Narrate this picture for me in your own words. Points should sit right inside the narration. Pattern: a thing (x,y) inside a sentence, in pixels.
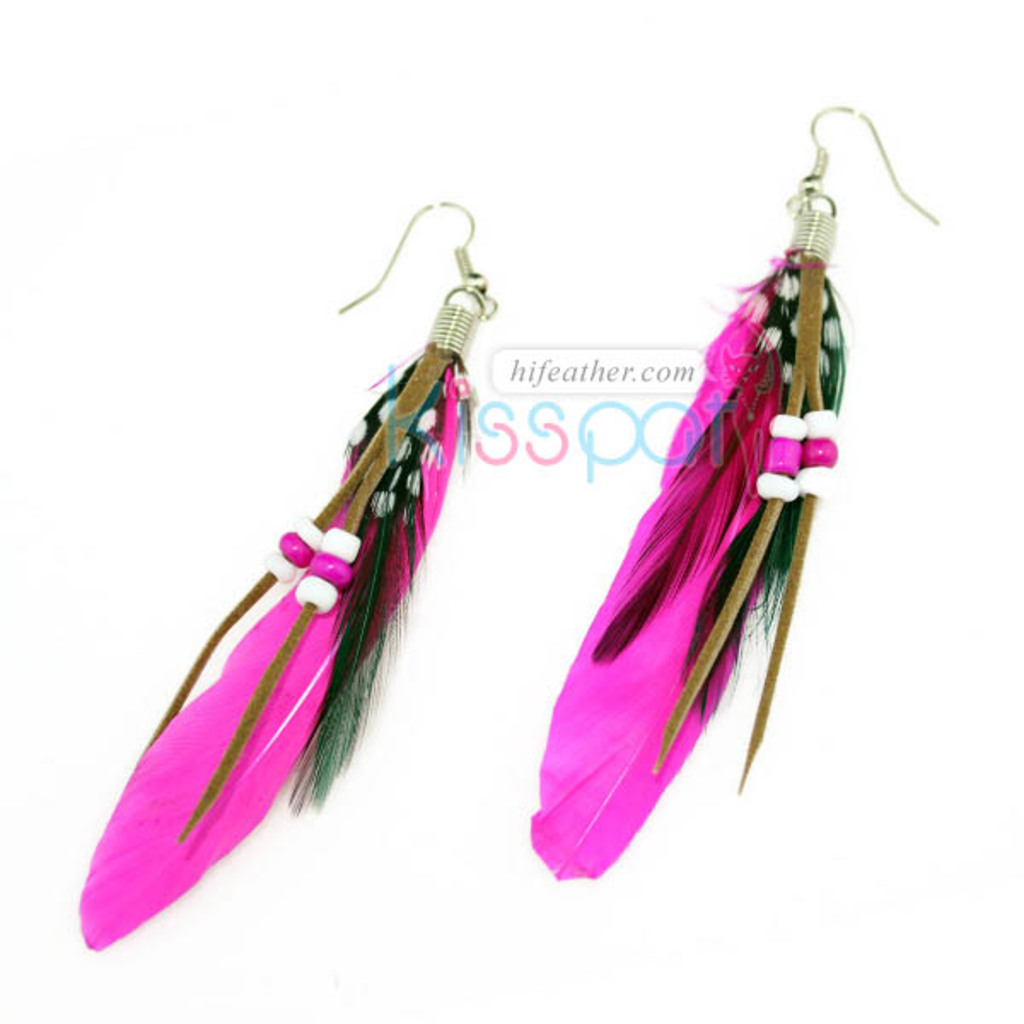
Here in this picture we can see earrings (439,475) with pink colored feathers (668,641) present over a place (518,788).
